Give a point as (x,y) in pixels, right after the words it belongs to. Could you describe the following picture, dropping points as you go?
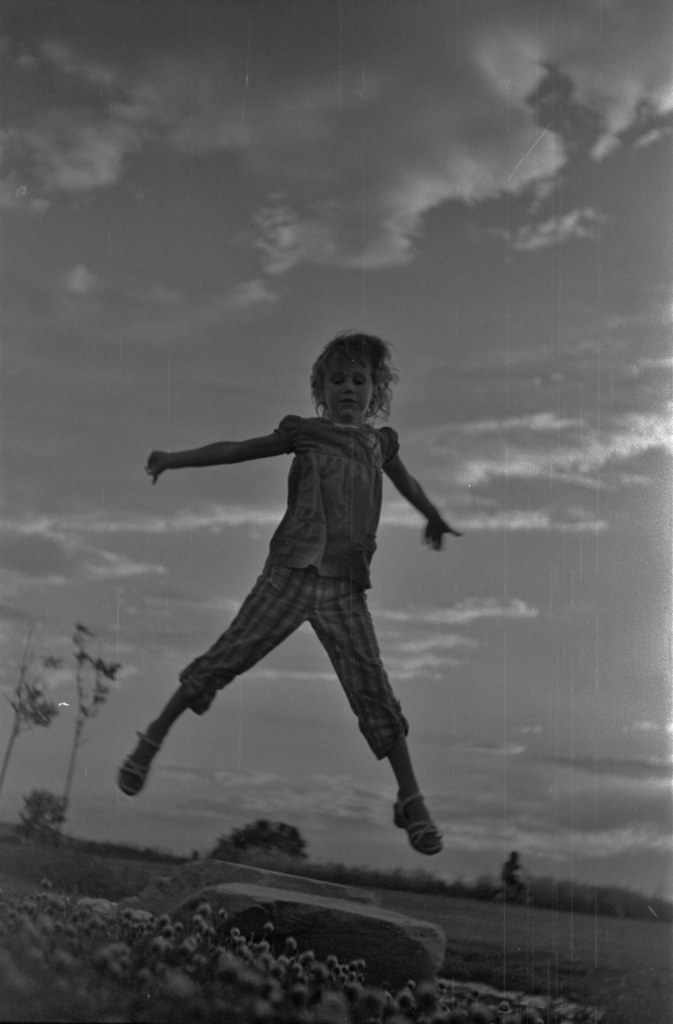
In this image I can see a person (370,543) jumping. There are plants (39,831) and there are clouds (393,221) in the sky (458,465). This is a black and white image.
